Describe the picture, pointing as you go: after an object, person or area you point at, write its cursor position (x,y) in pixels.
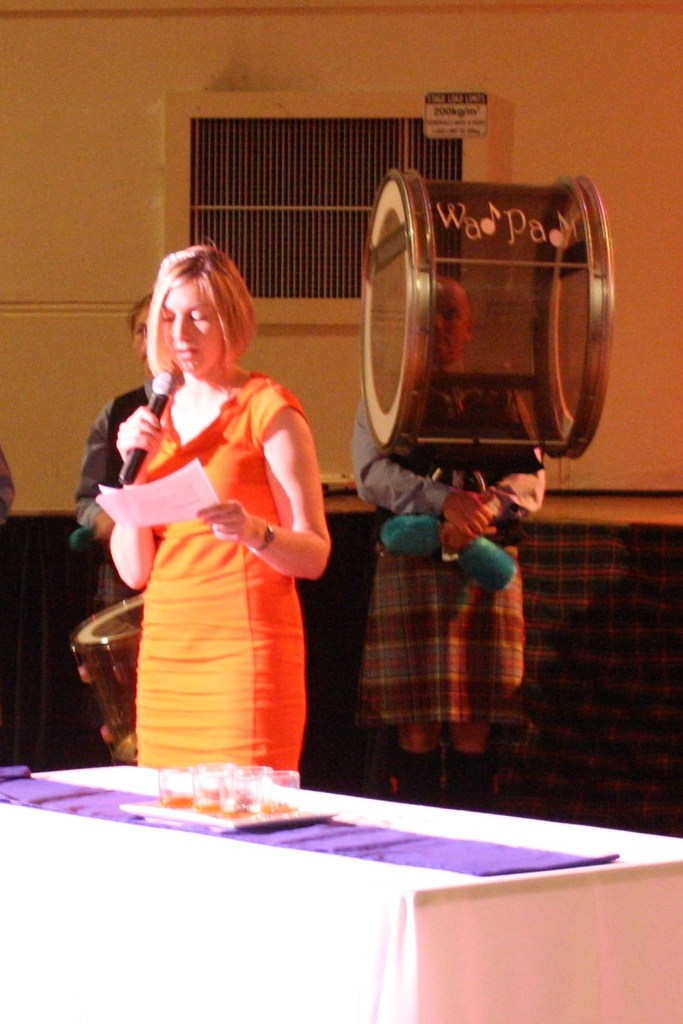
As we can see in the image there is a wall (74,198), window (274,185), drum (451,236) and three people (260,570) standing over here and a table (531,979). On table (128,801) there are glasses (160,774).
